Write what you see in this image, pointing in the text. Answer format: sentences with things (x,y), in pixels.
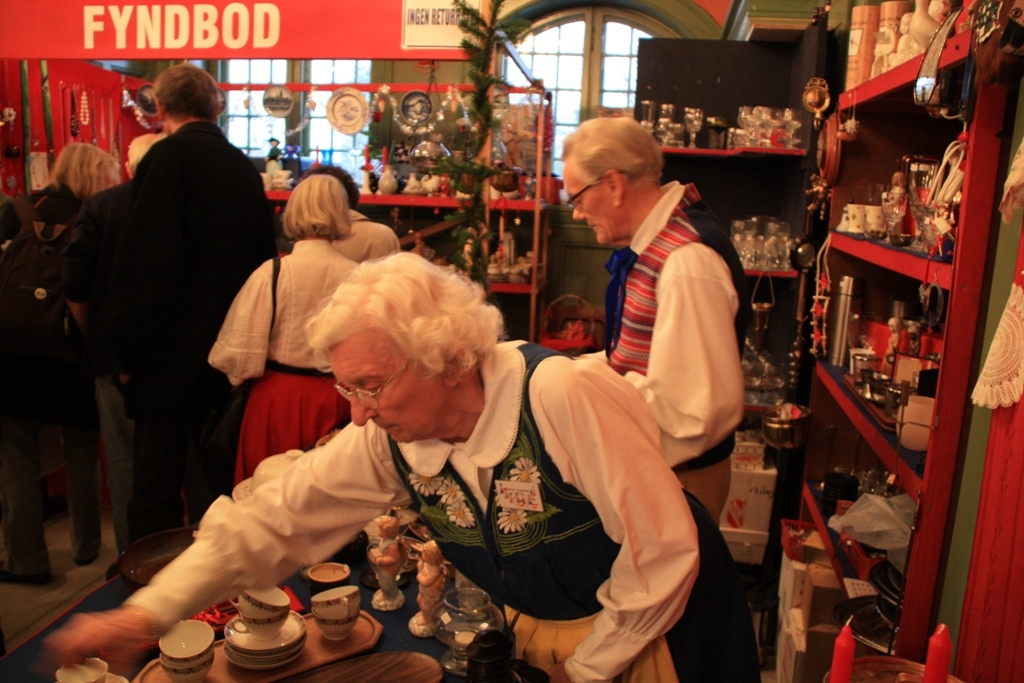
There are people (383,282). We can see cups (273,606), saucers (244,659), dolls (386,610) and few objects (379,634) on the table (347,660). On the right side of the image (935,489) we can see objects (804,275) in racks (916,485), curtain (1008,655) and candles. We can see boxes (814,640). In the background (793,131) we can see glasses (786,116) and objects (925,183) in racks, wall (383,139) and windows (575,53). We can see board (334,26).
